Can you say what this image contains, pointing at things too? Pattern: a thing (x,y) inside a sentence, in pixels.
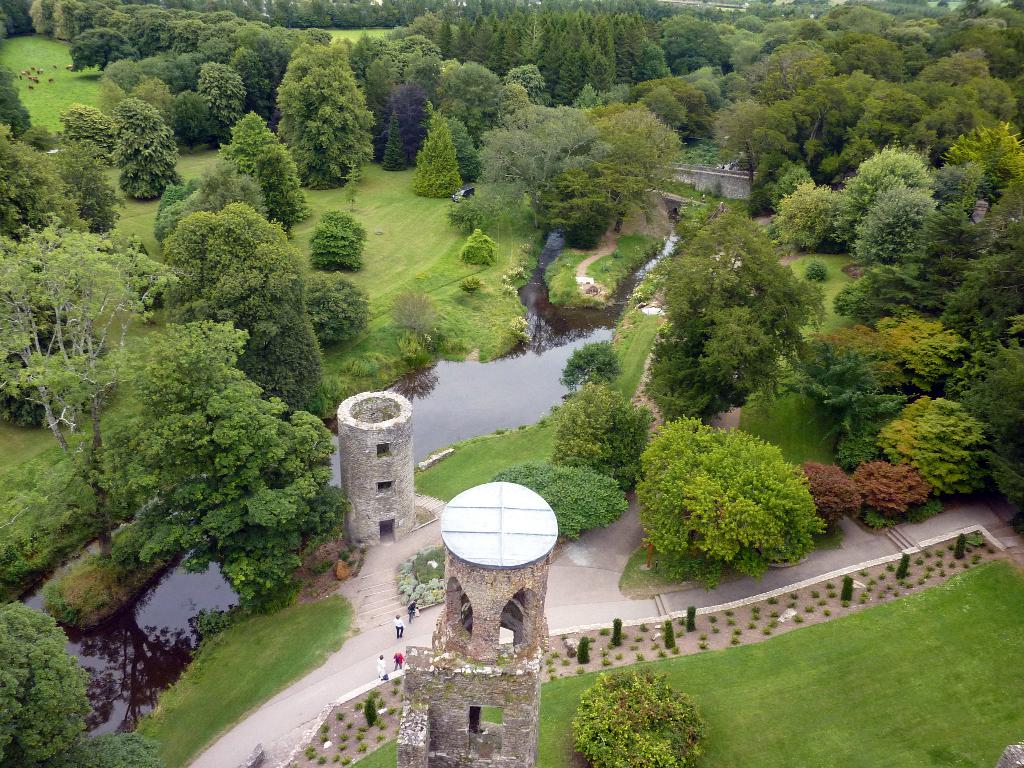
In this image I can see few trees (642,679), water (103,725), grass (480,457) and few people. I can see few concrete-towers (541,598).
